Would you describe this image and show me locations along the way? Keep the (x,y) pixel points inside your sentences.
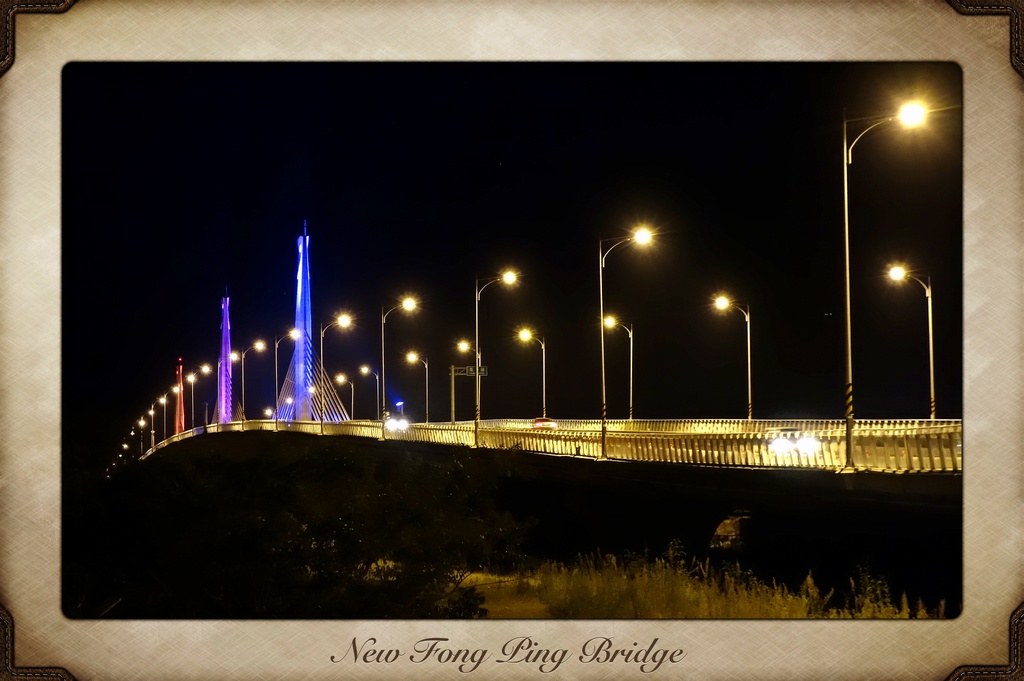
In the image in the center (366,228) there is a frame (997,490). On the frame (967,306), we can see plants (408,594), fences (646,439), poles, lights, banners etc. And we can see something written on the frame (557,657).
